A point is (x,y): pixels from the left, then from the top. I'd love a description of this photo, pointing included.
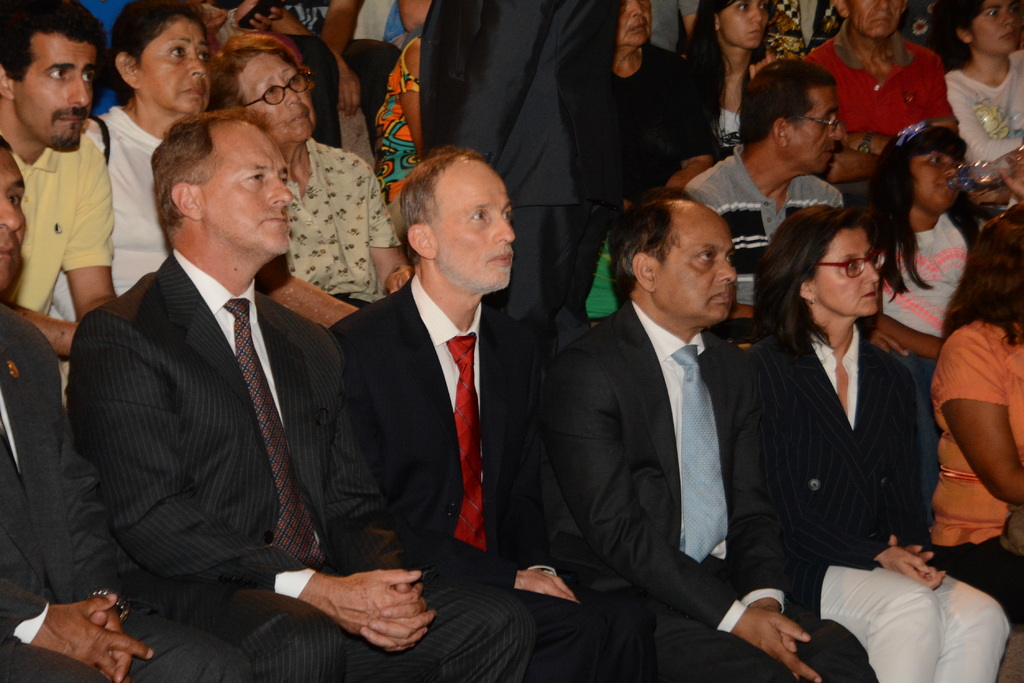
Here there are few persons (1017,424) sitting on the chairs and in the middle (526,261) a person (525,170) is standing and on the right (925,393) a girl (937,218) is drinking water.
